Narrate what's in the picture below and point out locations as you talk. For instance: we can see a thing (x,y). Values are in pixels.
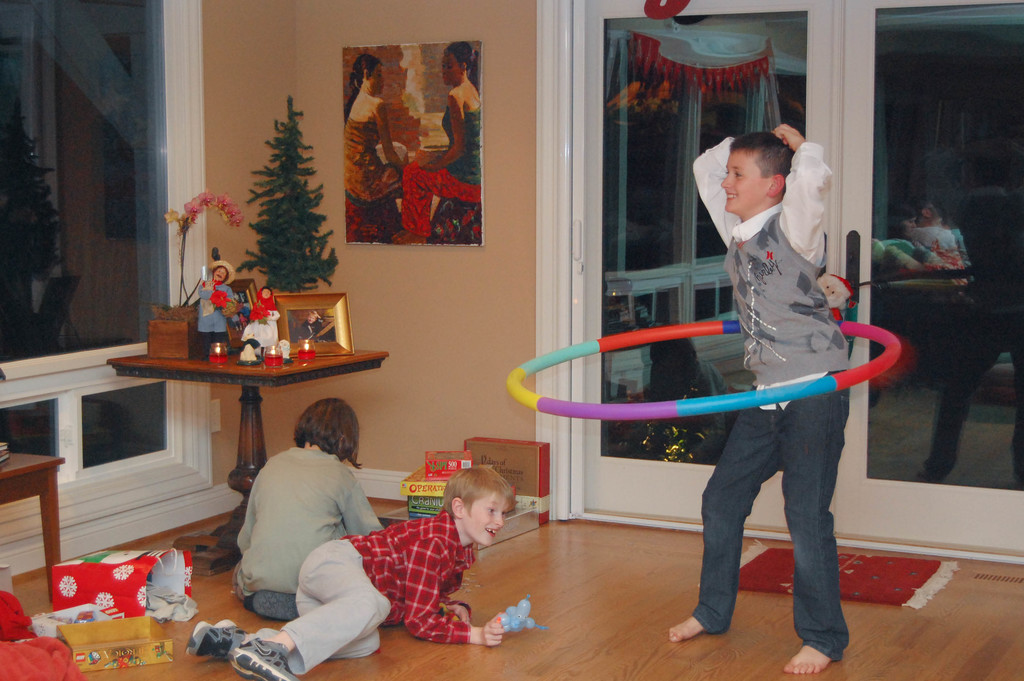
In this image there are three persons (325,498). At the right side (782,361) the boy (797,370) is standing and playing with the toy (810,382). In the center (345,450) two persons (337,517) are on the floor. In the background (287,225) there is a Christmas tree (286,210). On the wall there is a frame (440,158). A table (236,370) and puppets (228,316) are kept on this table (271,379). On the floor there are covers (122,582), red colour mat (866,587). In the background (851,136) at the center (639,230) there is a white colour door (835,108) and a reflection (669,140) on this mirror (704,112).
